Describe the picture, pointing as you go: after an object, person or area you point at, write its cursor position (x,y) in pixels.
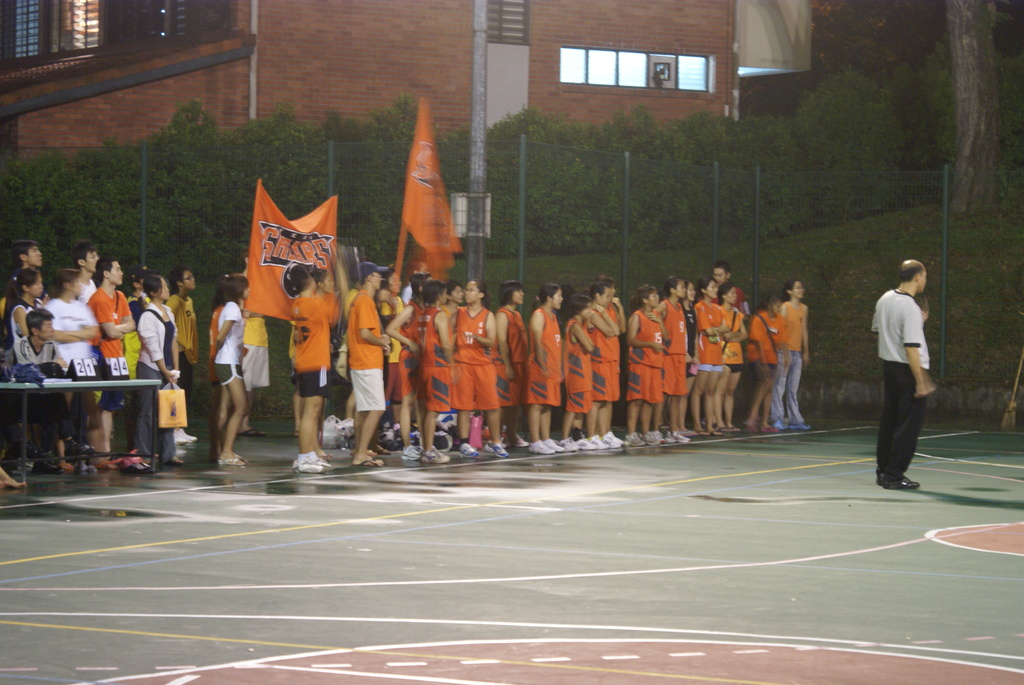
In the middle (681,401) I can see a crowd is standing on the court (529,512). In the background (842,192) I can see posters (254,218), trees (236,218), fence (687,207), building (150,132) and windows (12,18). This image is taken during night.
